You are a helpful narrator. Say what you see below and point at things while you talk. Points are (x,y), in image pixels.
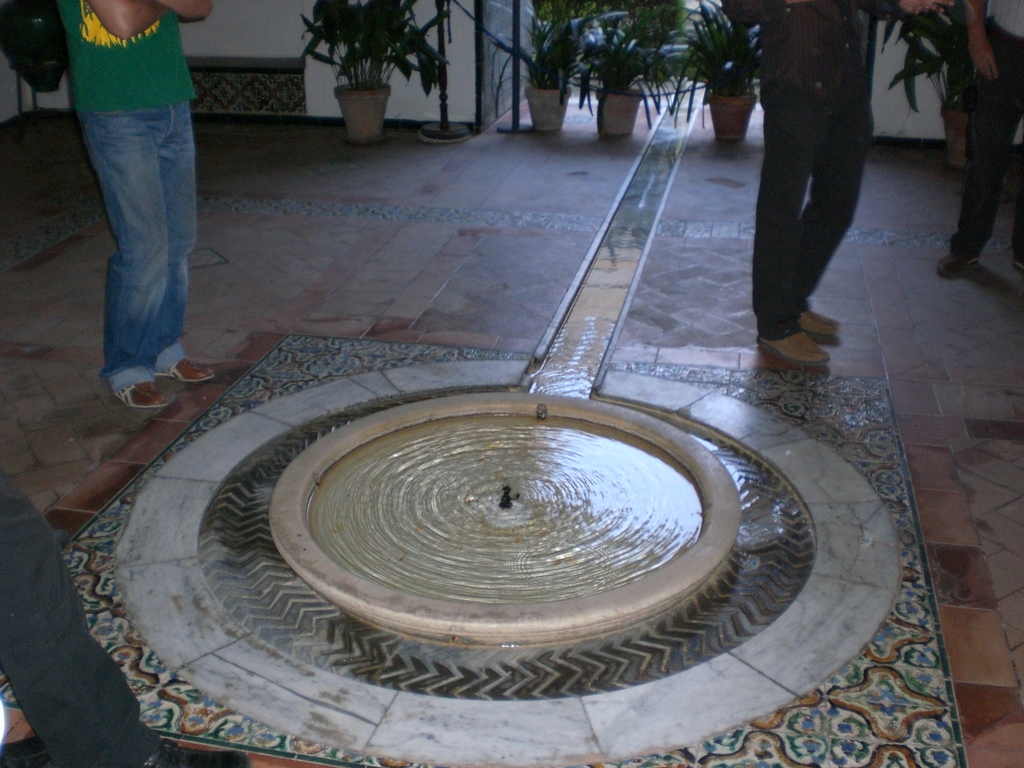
In this image we can see few people (871,135) standing on the floor (879,274) and there is a structure (441,481) which looks like a water pond (575,448) in the middle (554,486), in the background (535,47) there are few potted plants (619,121).
